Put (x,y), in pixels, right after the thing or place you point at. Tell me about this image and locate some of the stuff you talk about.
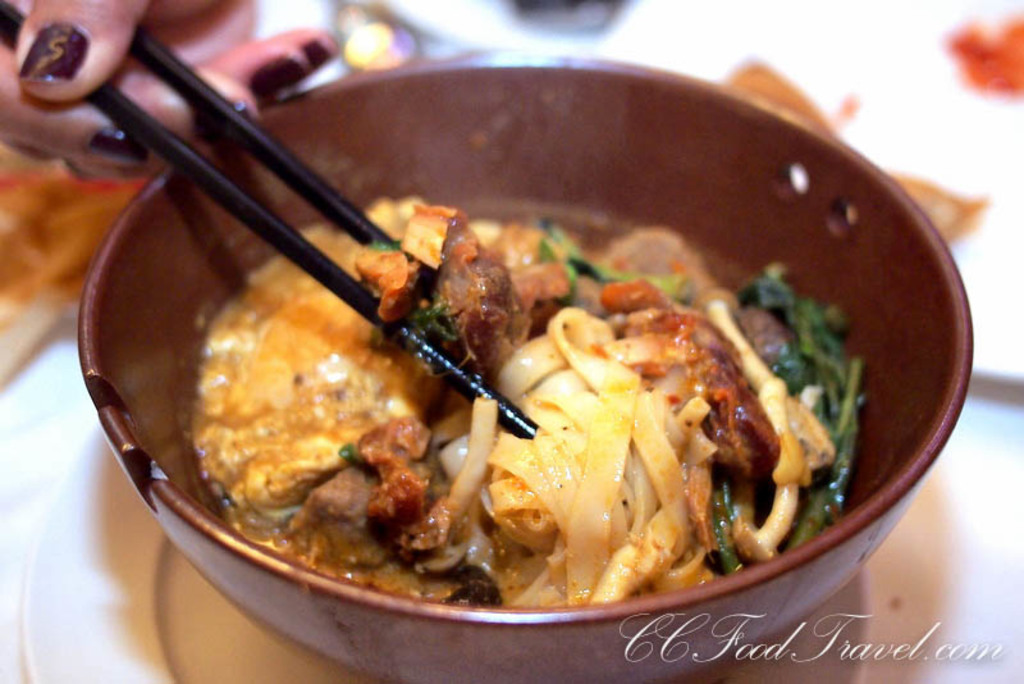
In this image we can see food item (552,424) in a bowl (367,173) which is on a plate (845,670). In the top left (141,75), we can see a hand (47,119) of a person (87,91) holding chopsticks (264,208). In the bottom right (854,659) we can see some text (824,627). At the top (725,10) the image is blurred.
